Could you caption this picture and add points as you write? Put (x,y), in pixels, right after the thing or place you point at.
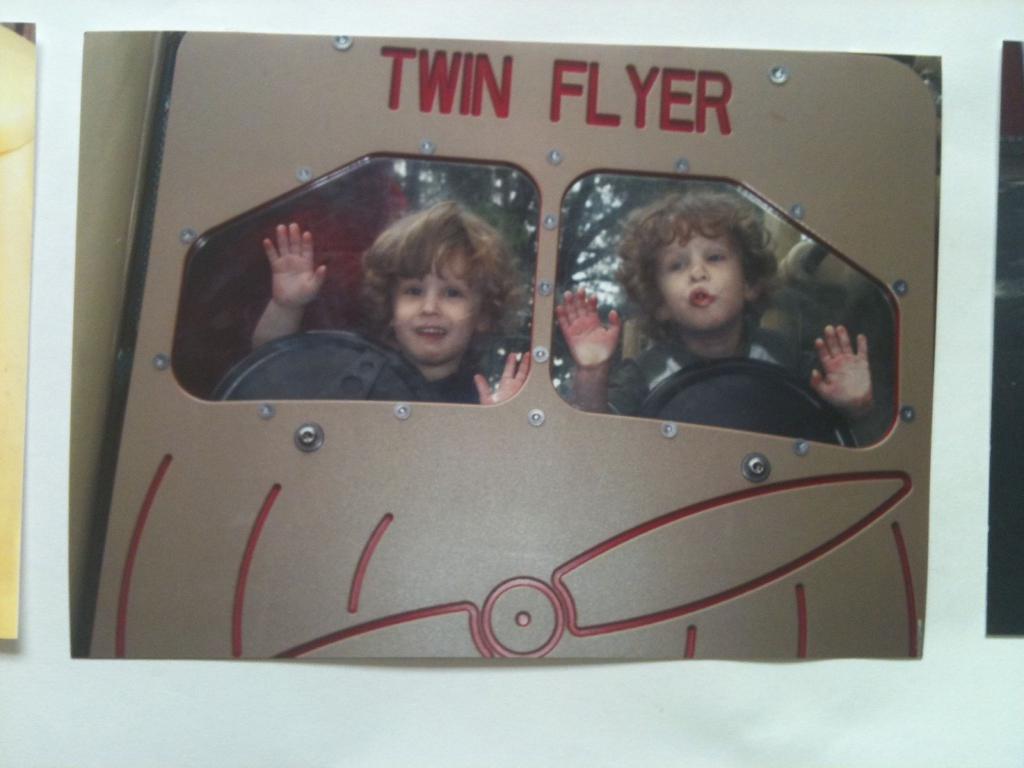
In this image there is a picture of a two kids (638,296) as we can see in middle of this image (560,341) and there is a text (428,81) written at top of this image (664,113) and there is a white color background (603,716).
